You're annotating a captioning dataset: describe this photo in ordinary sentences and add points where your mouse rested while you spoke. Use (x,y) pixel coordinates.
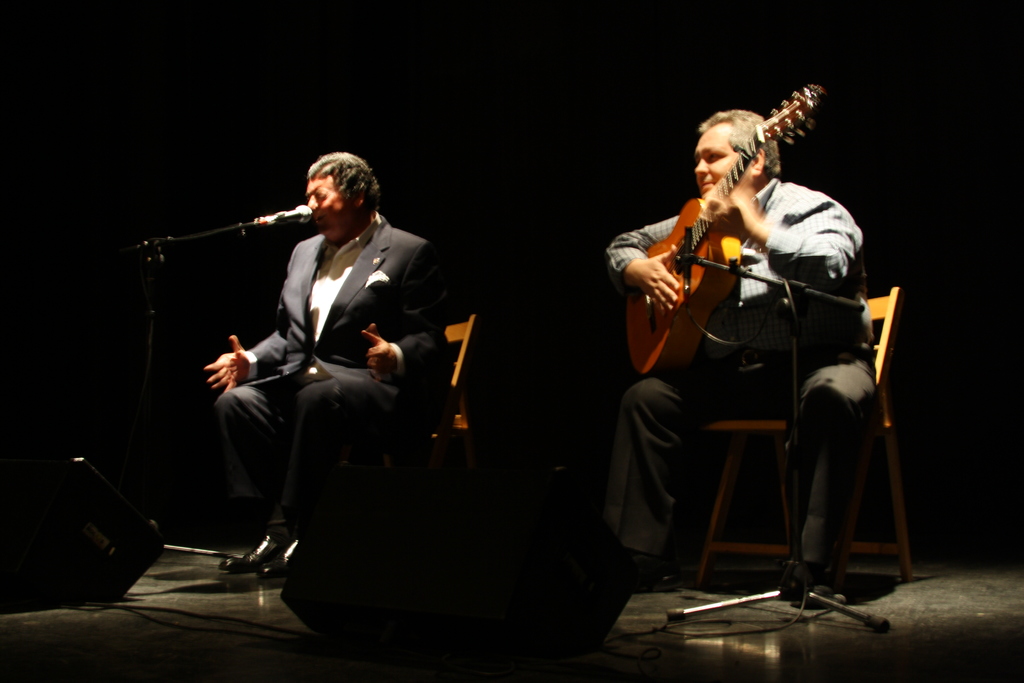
2 people (323,322) are sitting on the chairs (732,436). the person (652,298) at the right (692,240) is holding a guitar (680,242). the person (333,219) at the left (330,278) is singing in the microphone (292,216) and wearing a suit (351,334). behind them there is a black background (335,123).
